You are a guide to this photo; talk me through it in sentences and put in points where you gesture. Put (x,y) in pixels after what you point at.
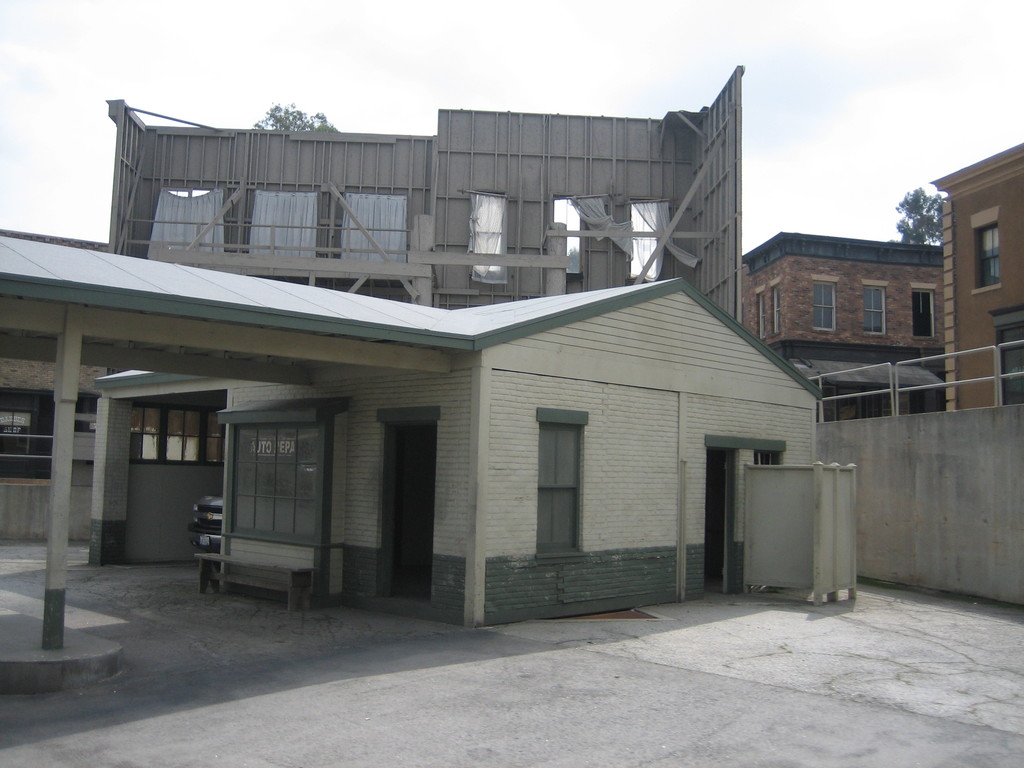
In this picture I can see the path (735,652) in front (169,608) and in the middle of this picture (473,270) I see number of buildings (473,270). On the right side of this picture (902,451) I see the wall (933,449). In the background (369,80) I see the trees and the sky (367,48).
